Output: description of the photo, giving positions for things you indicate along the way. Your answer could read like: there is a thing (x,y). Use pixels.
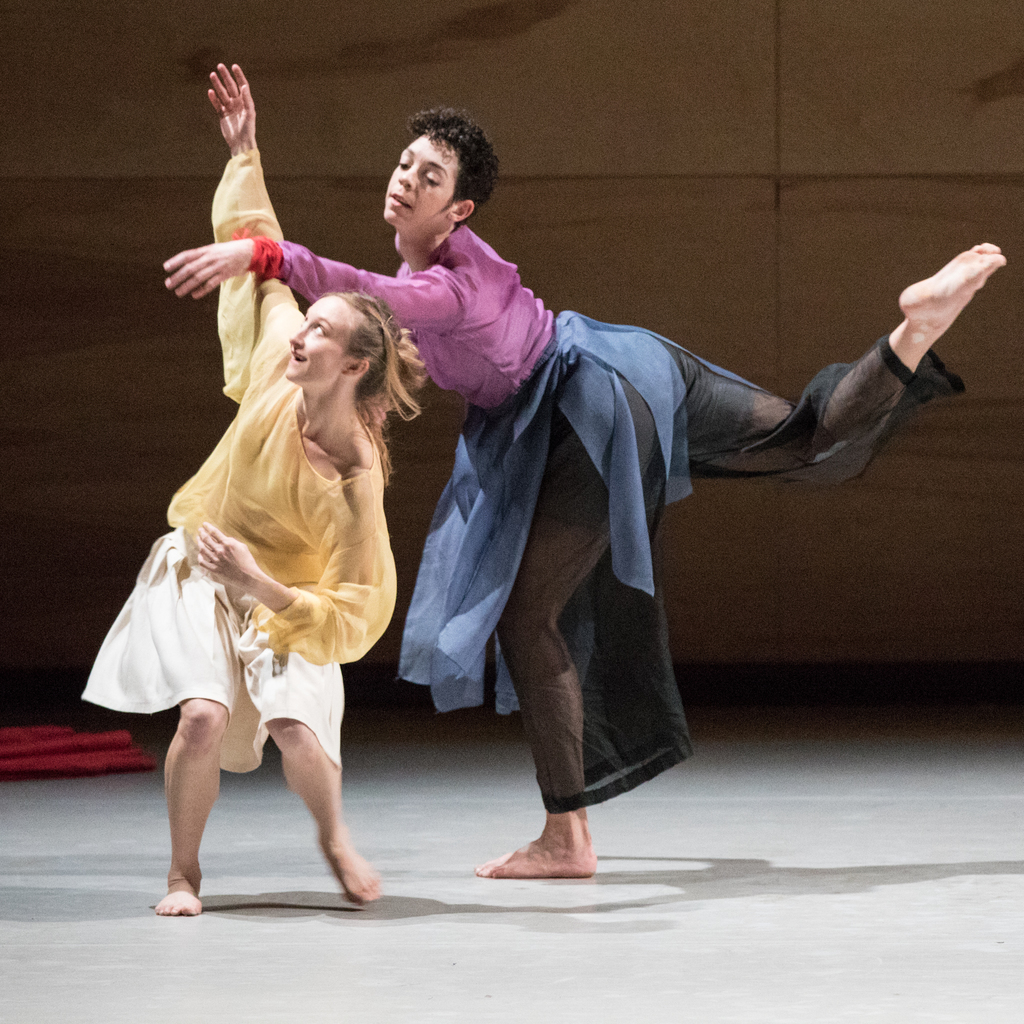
In this picture, there are two women (449,577). One of the woman (338,569) is wearing yellow top (305,572) and white skirt (259,753). Another woman (598,514) is wearing purple top (489,361) and black trousers (549,695). In the background (110,239), there is a wall (720,235).
